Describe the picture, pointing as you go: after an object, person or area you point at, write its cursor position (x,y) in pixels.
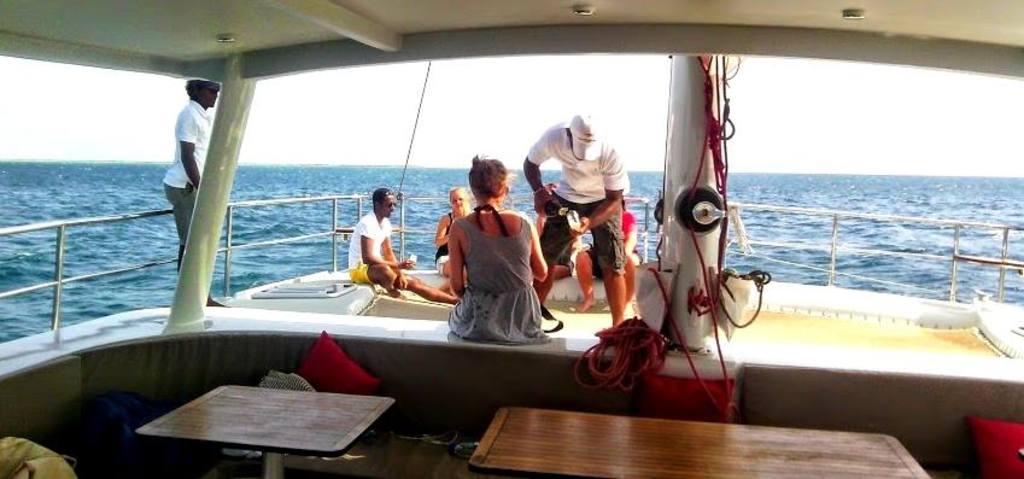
In this image I can see the ship (334,293). In the ship (350,293) there are group of people (529,322), rope (625,339) and the tables (303,409). Outside there is a sky (329,134) and water (154,233).
